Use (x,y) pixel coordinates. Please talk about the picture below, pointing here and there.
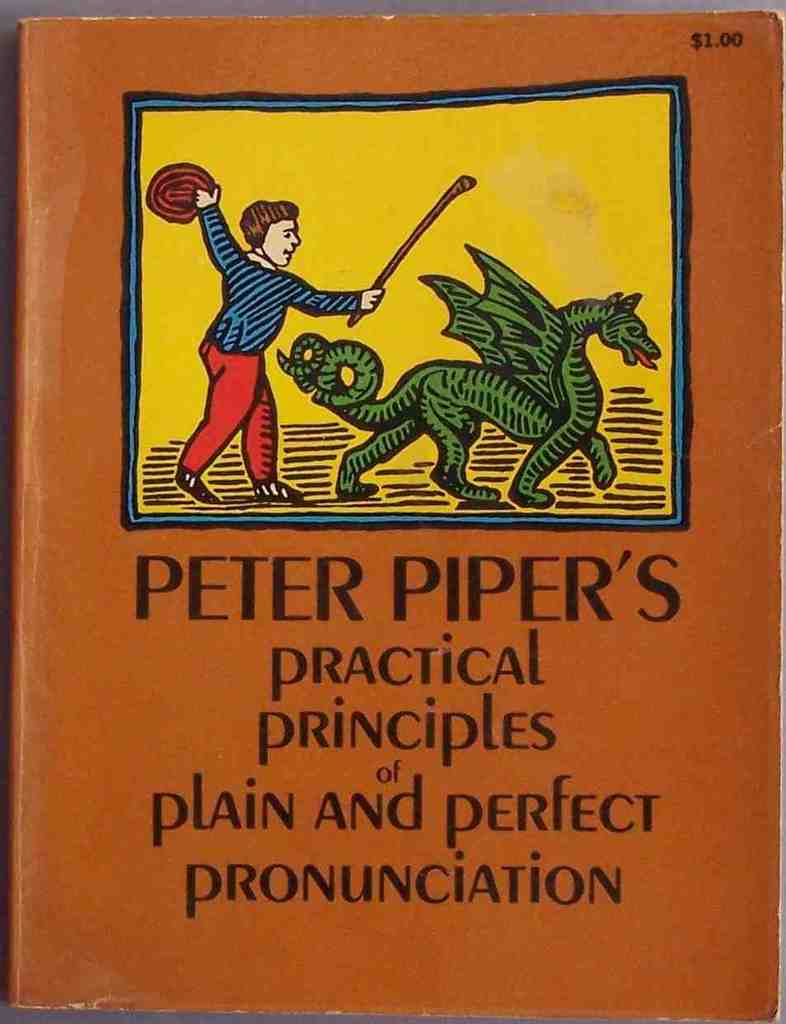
In this picture I can see a cover page (703,423) of a book (478,165) and I can see a cartoon picture (397,291) and text (249,594) at the bottom of the picture (196,912).
